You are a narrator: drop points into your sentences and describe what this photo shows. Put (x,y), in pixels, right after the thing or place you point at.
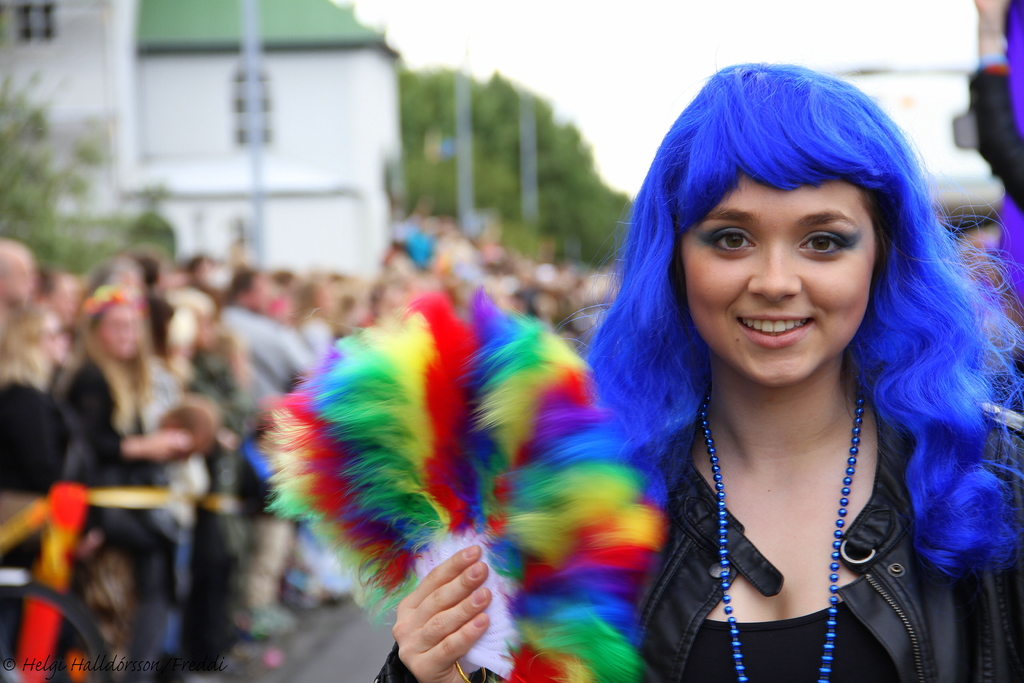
In this picture we can see a woman (672,547) holding an object (589,510) and behind the woman (716,421) there are some people (313,353) standing, buildings (213,103), trees (537,176) and the sky (603,95). On the image there is a watermark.
